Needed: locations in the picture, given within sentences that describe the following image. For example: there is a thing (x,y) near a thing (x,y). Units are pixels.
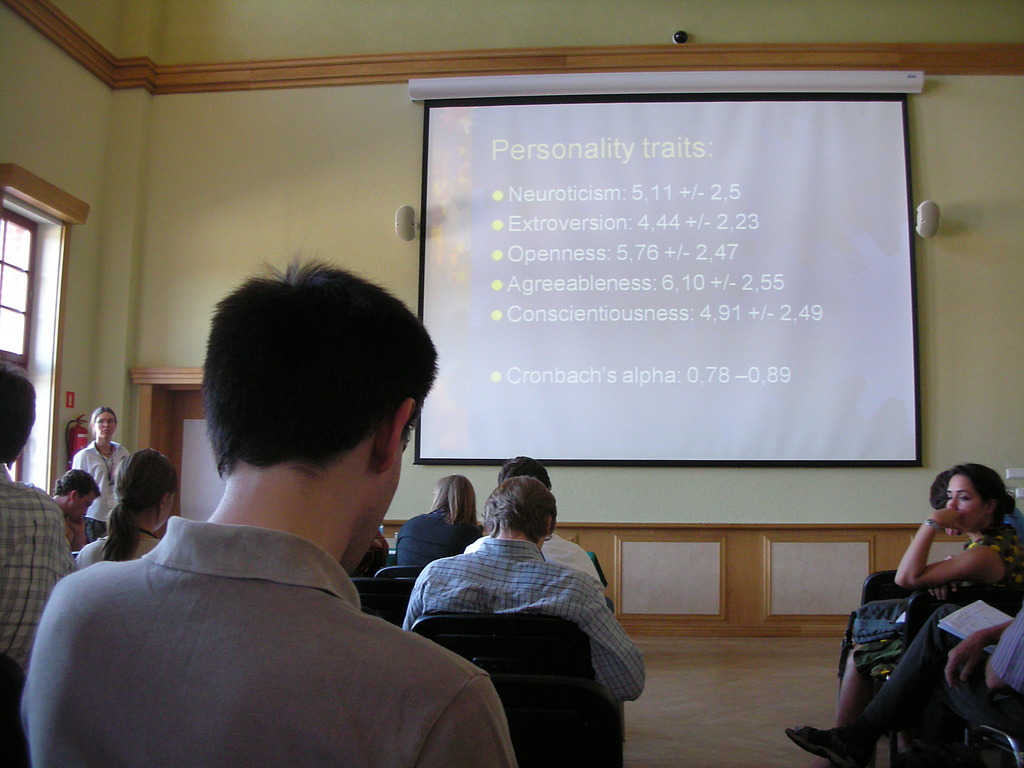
There are few people (353,621) sitting on the chair (509,670) on the floor (738,678). In the background (487,240) there is a wall (99,230), screen (513,245), speakers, light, window (49,478) and here a woman (90,450) standing at the door (180,466).
